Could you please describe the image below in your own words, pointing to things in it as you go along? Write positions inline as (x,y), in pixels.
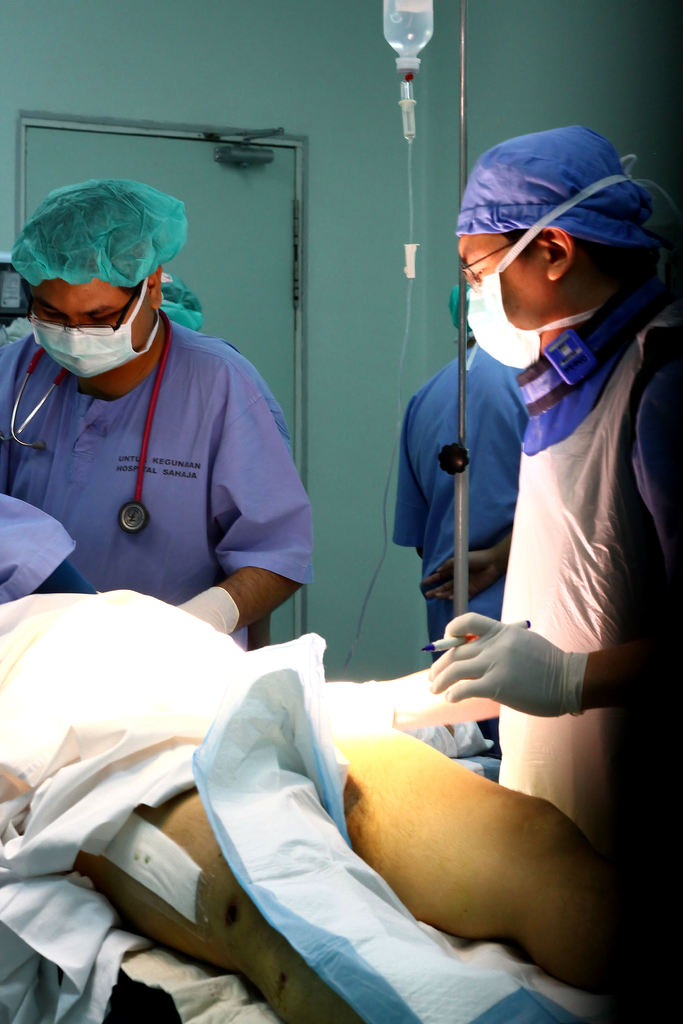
In this image it looks like there are two doctors (294,479) who are doing the operation. In the middle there is a saline (415,32). In the background (187,144) there is a door (231,172). The two doctors (278,448) are wearing the masks (151,325) and the left one a stethoscope (16,408). The doctor (569,576) on the right side (502,644) is holding the pen (458,640). At the bottom (169,731) there is a blanket (197,778) on the body (266,961).
